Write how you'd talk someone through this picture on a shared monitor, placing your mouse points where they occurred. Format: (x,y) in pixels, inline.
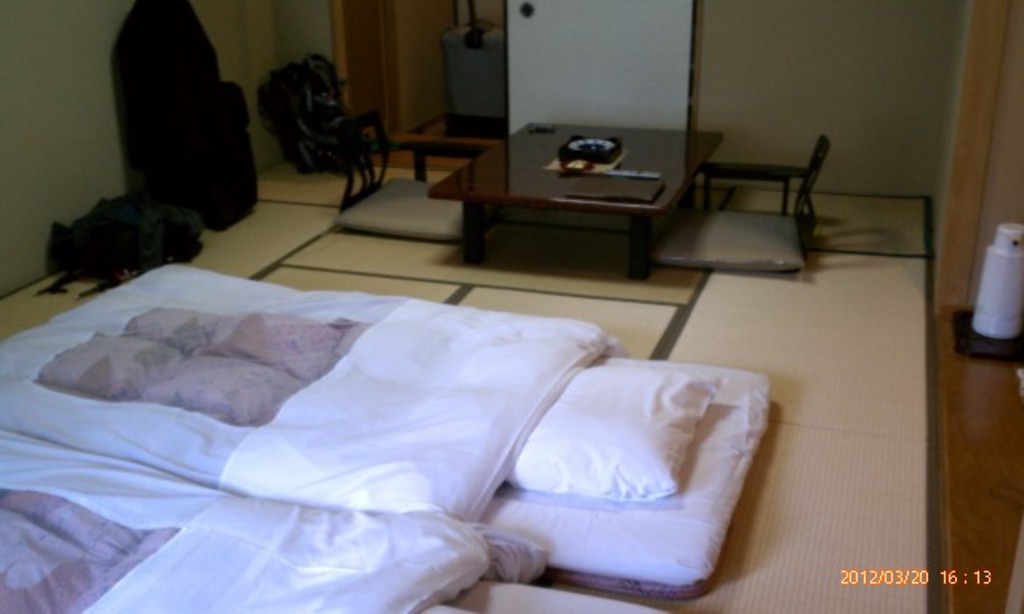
In the picture we can see inside the house (90,162) with floor mat (889,509) and on it we can see a bed (608,528) which is white in color with a pillow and near to it we can see some bags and besides to it we can see a table (504,151) and two chairs (415,140) and behind it we can see a wall (426,72) with a door (384,44) opened.
